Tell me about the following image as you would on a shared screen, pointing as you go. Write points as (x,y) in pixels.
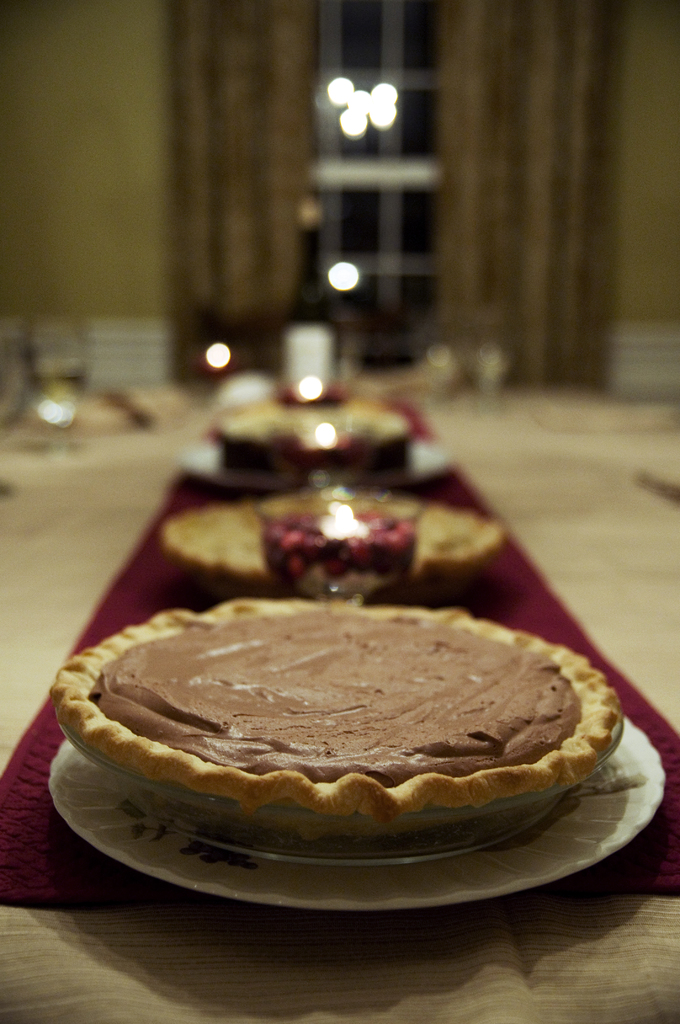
In this picture, we see a dining table (83,570) on which plates (445,885) containing food (258,589) and glasses (52,354) containing liquids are placed. In the background (400,146), we see a window (368,160), curtains (246,183) and a wall (87,211). It is blurred in the background (630,369).
